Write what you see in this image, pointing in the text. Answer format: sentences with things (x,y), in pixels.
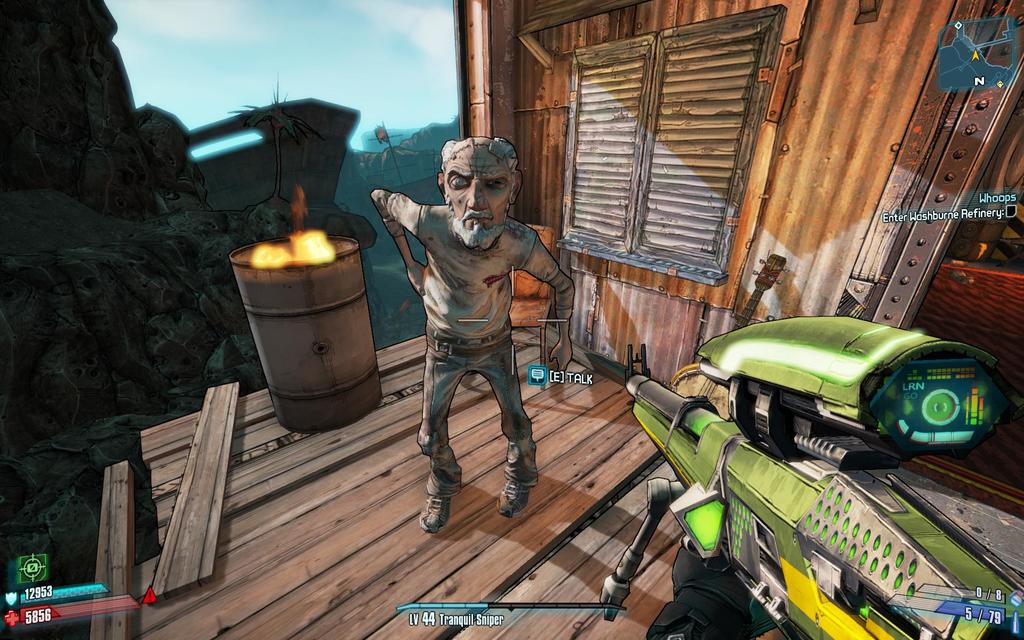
This is an animation picture. In this image we can see a person (446,307), barrel (329,334). Also there is a building (689,161) with window (675,179).
